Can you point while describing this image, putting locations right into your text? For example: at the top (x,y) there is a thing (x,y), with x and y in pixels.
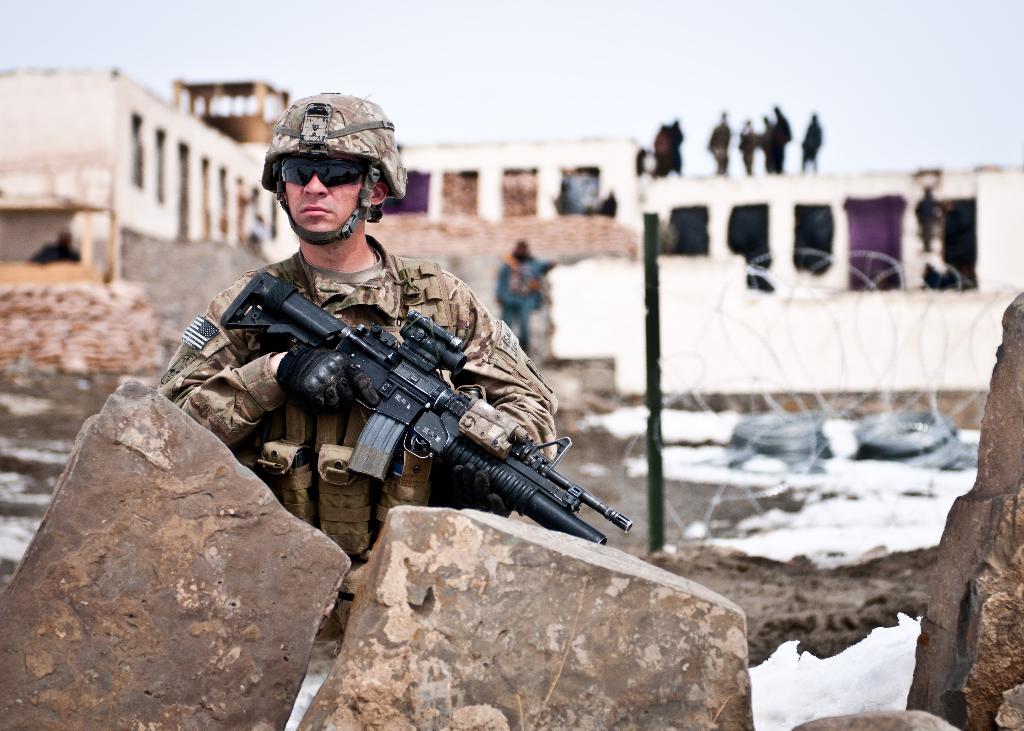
In this picture we can see a person (272,347) standing behind the stone (282,555). He is in military dress (343,455) he is holding a gun (413,429) with his hand (319,395). And he wore gloves (302,389), goggles (342,176), and cap (361,151). And on the background (538,232) there is a building (555,252) and some people (929,230) are standing on the building (779,176). This is the pole (648,250). And on the background (569,59) there is a sky (786,71).
